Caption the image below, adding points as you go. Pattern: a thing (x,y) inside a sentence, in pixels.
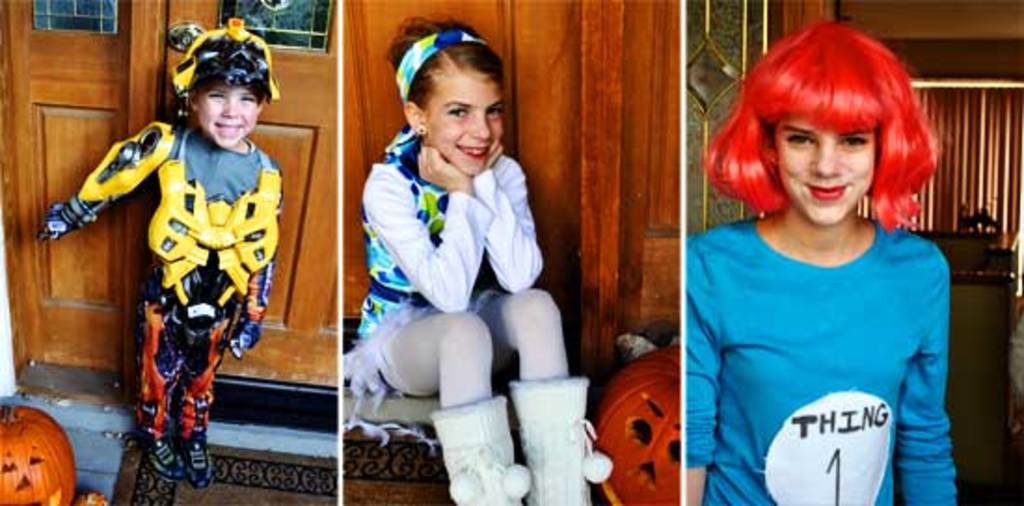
This is a collage image. There are a few people (565,352). We can see the ground (275,455) and some pumpkins (669,434). We can also see some wood (648,57) and the background (212,5).
